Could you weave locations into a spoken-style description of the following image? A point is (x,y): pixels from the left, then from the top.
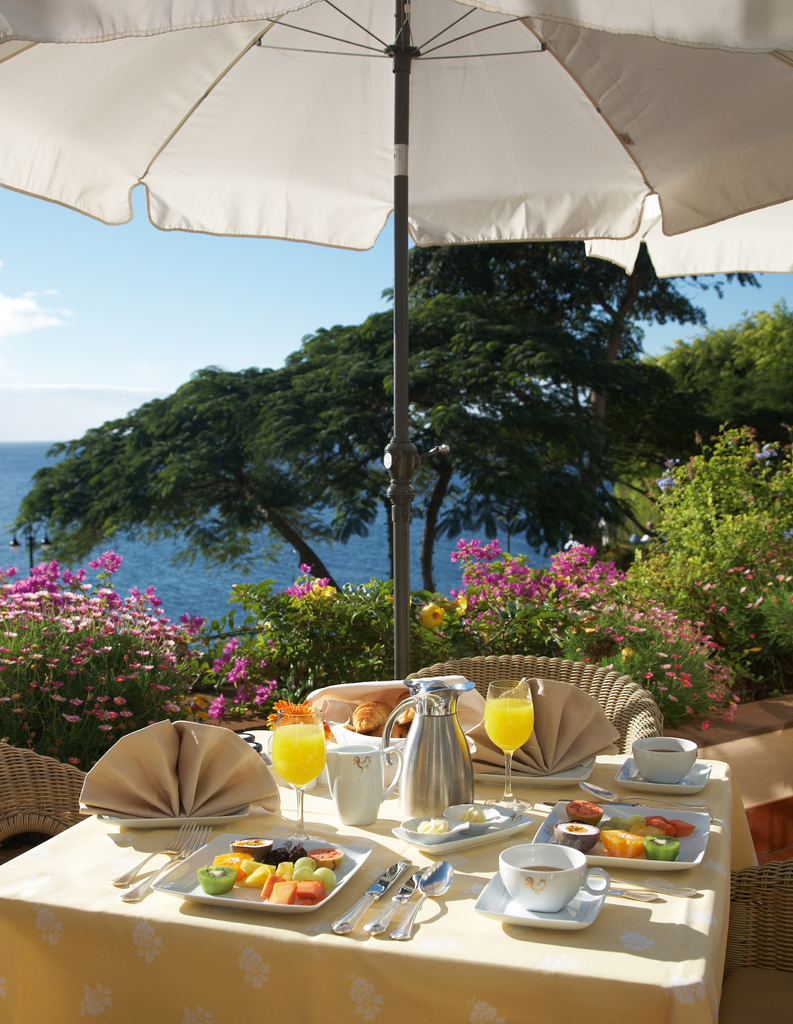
In this image in the middle (503,659), there is a table (375,855) on that there are cups (536,875), plates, fruits (263,867), tissues (181,804), jug (443,791), glasses (294,732), drink (501,743), some other items (429,836), around the table (654,952) there are chairs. At the top (440,97) there is an umbrella (446,117). In the middle (525,497) there are trees (544,350), plants (292,650), flowers (66,646), sea (173,603), sky (90,375) and clouds (43,319).
